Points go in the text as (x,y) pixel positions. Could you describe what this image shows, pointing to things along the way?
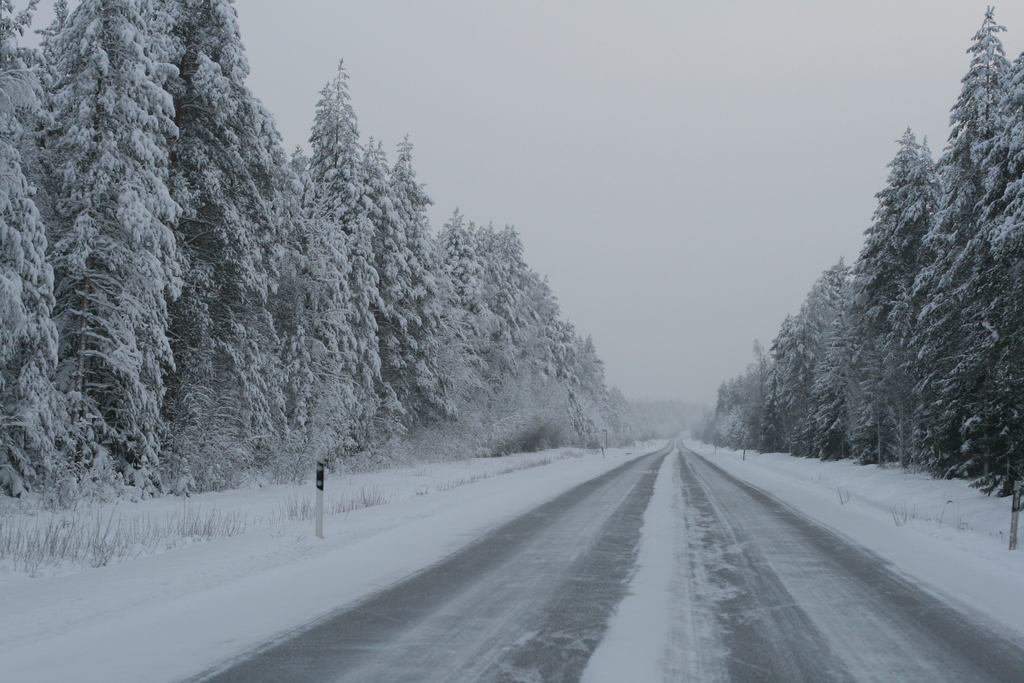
As we can see in the image there is snow (514,510), trees (452,421) and sky (776,120).
